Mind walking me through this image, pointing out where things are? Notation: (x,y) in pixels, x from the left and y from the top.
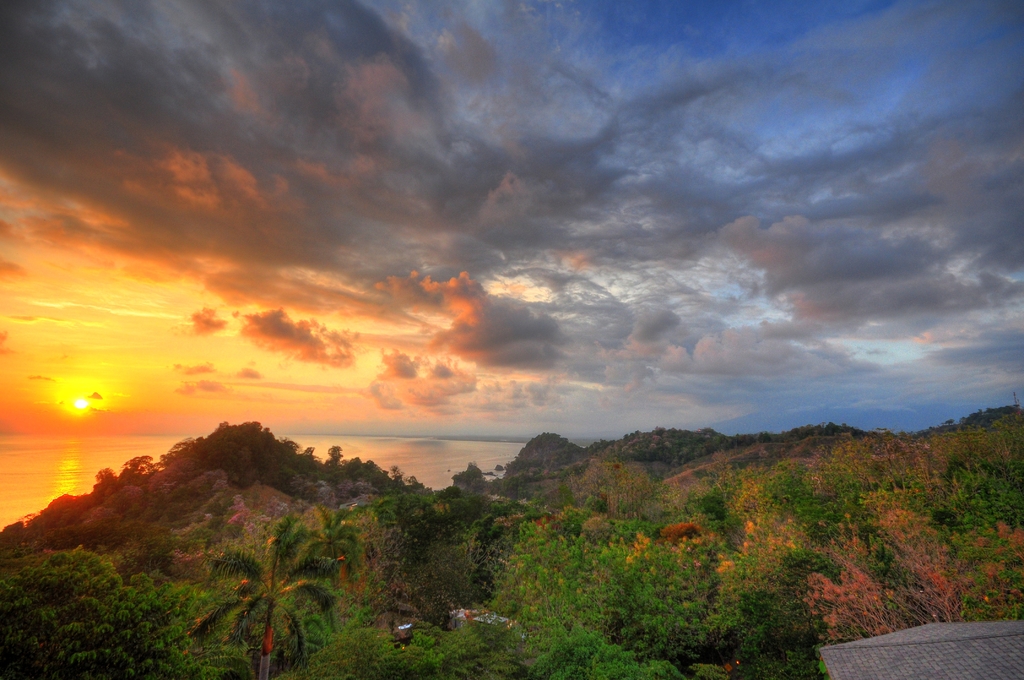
In this picture there is a beautiful view of green trees (415,498) in the front (428,654). Behind there is a sea water (476,447) and a sunset sky (125,389) with clouds (533,321).
